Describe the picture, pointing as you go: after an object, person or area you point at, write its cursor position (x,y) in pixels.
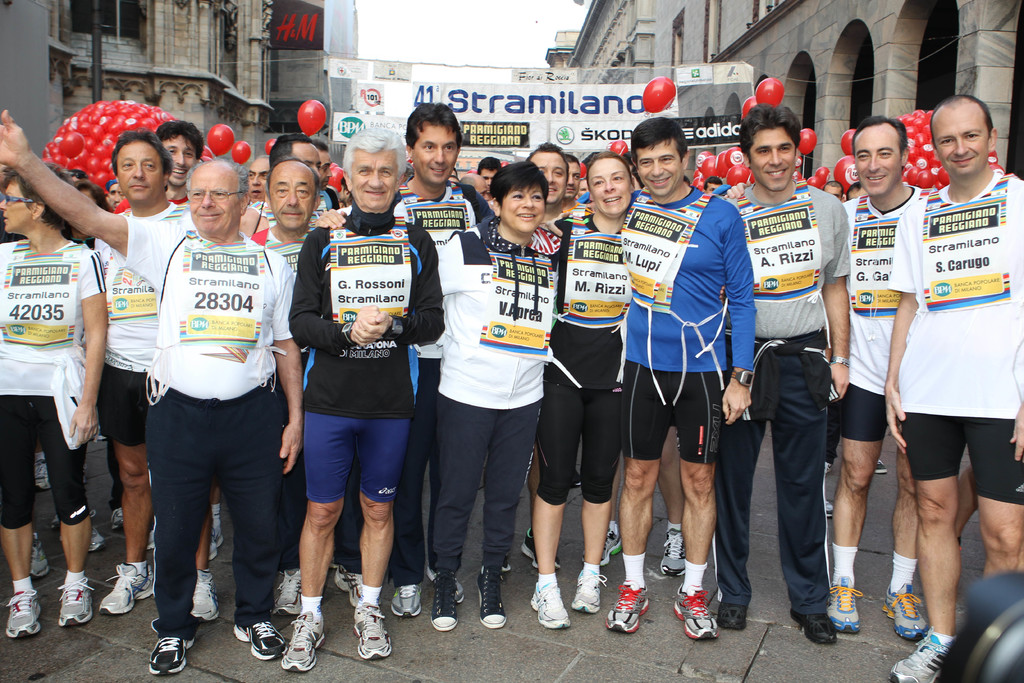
In this picture there are group of people (428,257) standing and smiling. At the back (713,130) there is a banner (544,123) and there is text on the banner (604,123) and there are buildings (686,62) and there are balloons (700,176) and there is a board (276,30) on the building (315,70) and there is text (289,33) on the board (295,35). At the top (476,23) there is sky (473,25). At the bottom (562,644) there is a road (562,644). At the bottom right (1010,641) there is a camera (1007,624).
